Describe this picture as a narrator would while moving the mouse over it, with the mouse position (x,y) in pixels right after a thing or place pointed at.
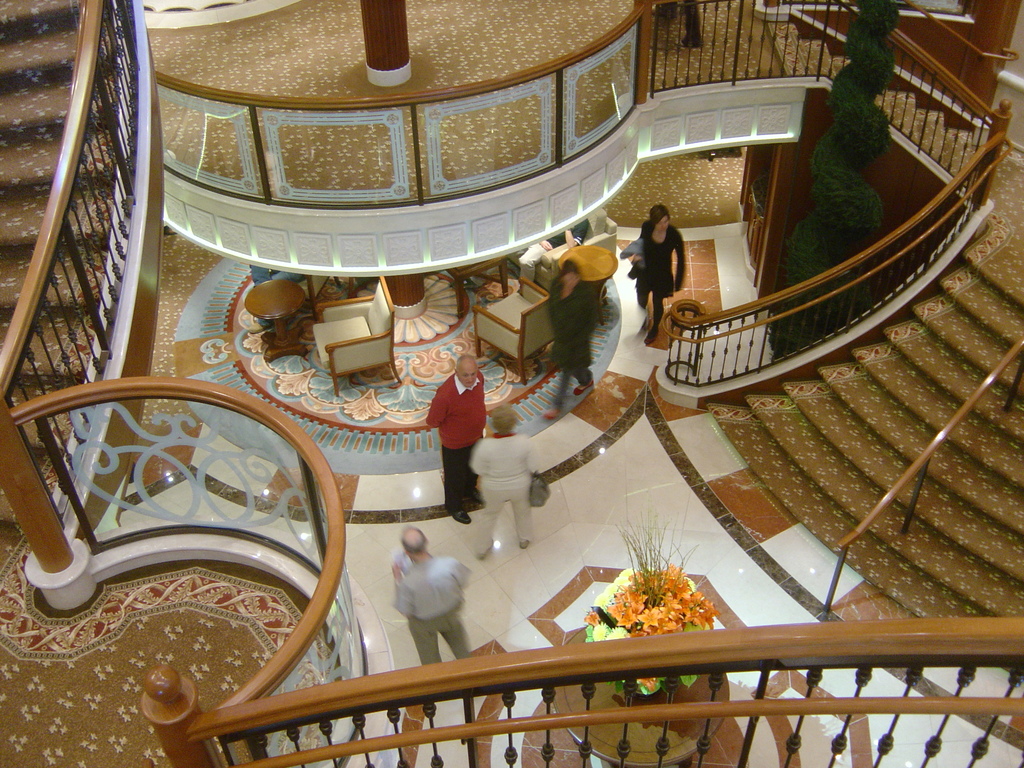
This is a building (769,416) and at the middle of the image (677,278) there are persons (587,387) standing and at the right side of the image (823,483) there are staircase (899,350) and at the left side of the image (157,467) there is fencing (94,386) or railing (240,727).
